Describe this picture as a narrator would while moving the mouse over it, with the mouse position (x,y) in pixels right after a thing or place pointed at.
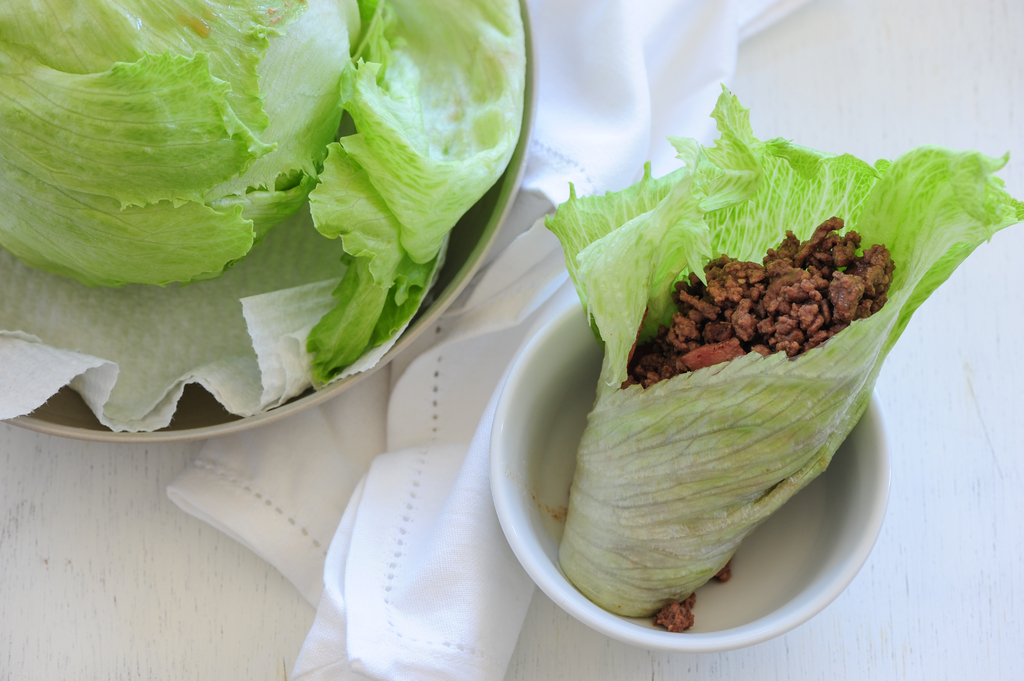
In this image I can see a white color table (173,579), on the table (209,548) I can see a white color cloth (390,481) and I can see two bowls (553,453), on bowls (401,351) I can see lettuce leaves (5,178) and tissue paper (193,335).
